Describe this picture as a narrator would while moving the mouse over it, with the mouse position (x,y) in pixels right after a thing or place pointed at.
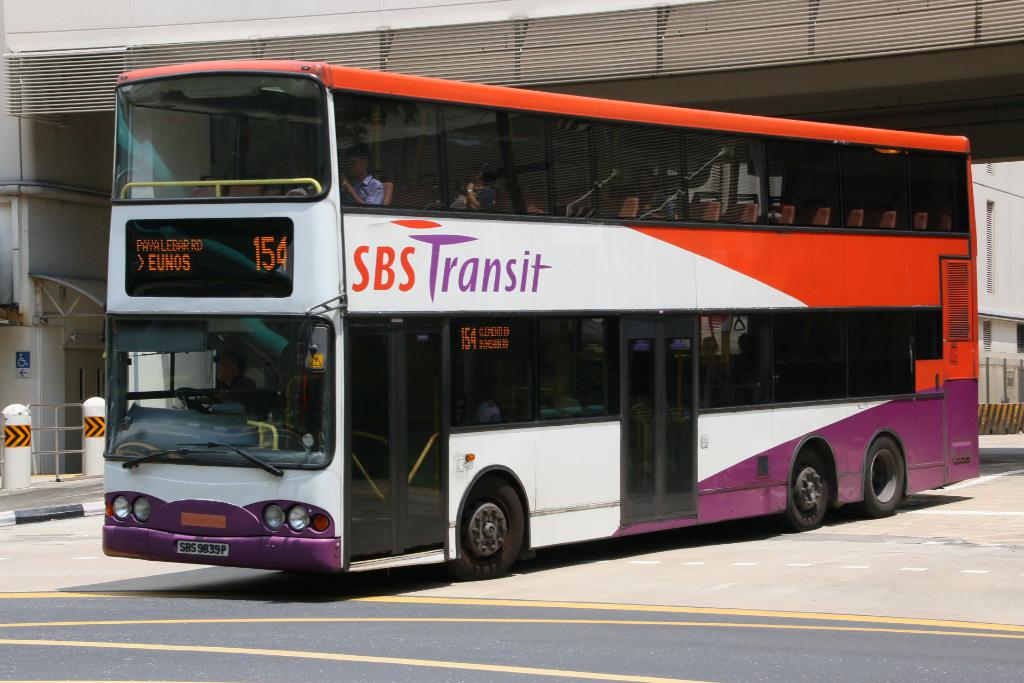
In this image we can see a bus (570,394) on the road (667,538). We can also see some people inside a bus (507,513). On the backside (987,292) we can see a building (987,305), fence (980,406), poles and a signboard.
